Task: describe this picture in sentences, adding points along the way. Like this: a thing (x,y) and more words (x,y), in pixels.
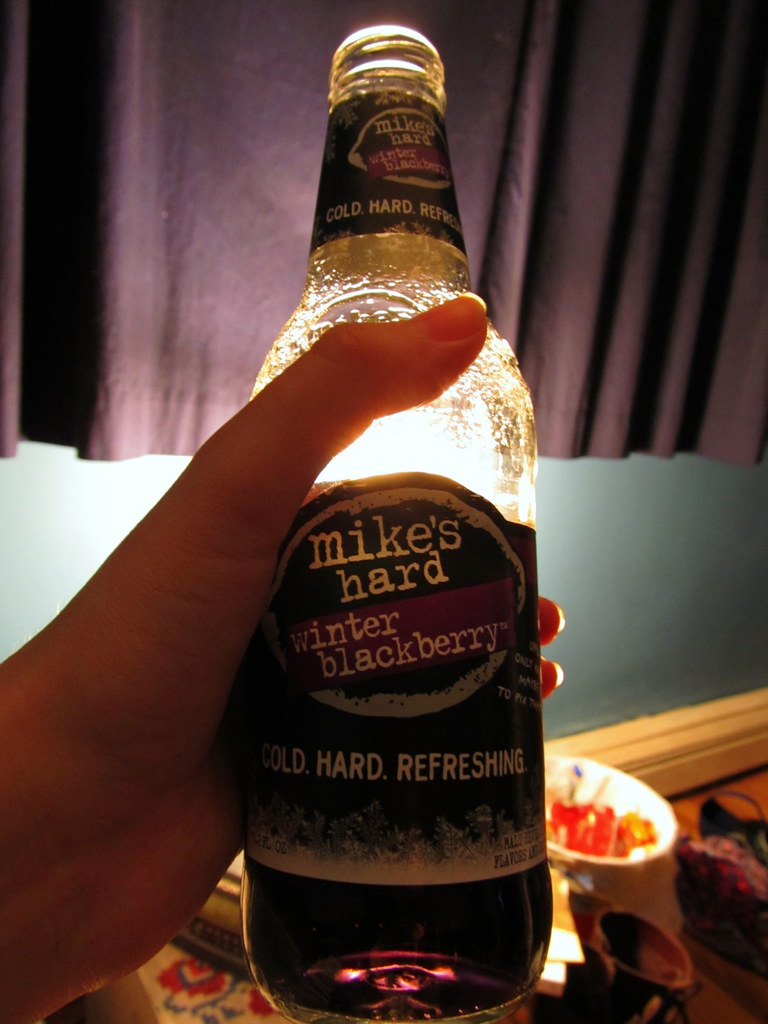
'In this picture, we see a person (274,501) holding glass bottle (470,704) in their hand (242,844). On the bottle (331,583), it is written as 'Winter BlackBerry' and behind the bottle (399,896), we see a curtain (613,153) which is purple in color and on bottom of the picture (553,843), we see a table (763,785) on which bowl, cup (627,921) are placed.
